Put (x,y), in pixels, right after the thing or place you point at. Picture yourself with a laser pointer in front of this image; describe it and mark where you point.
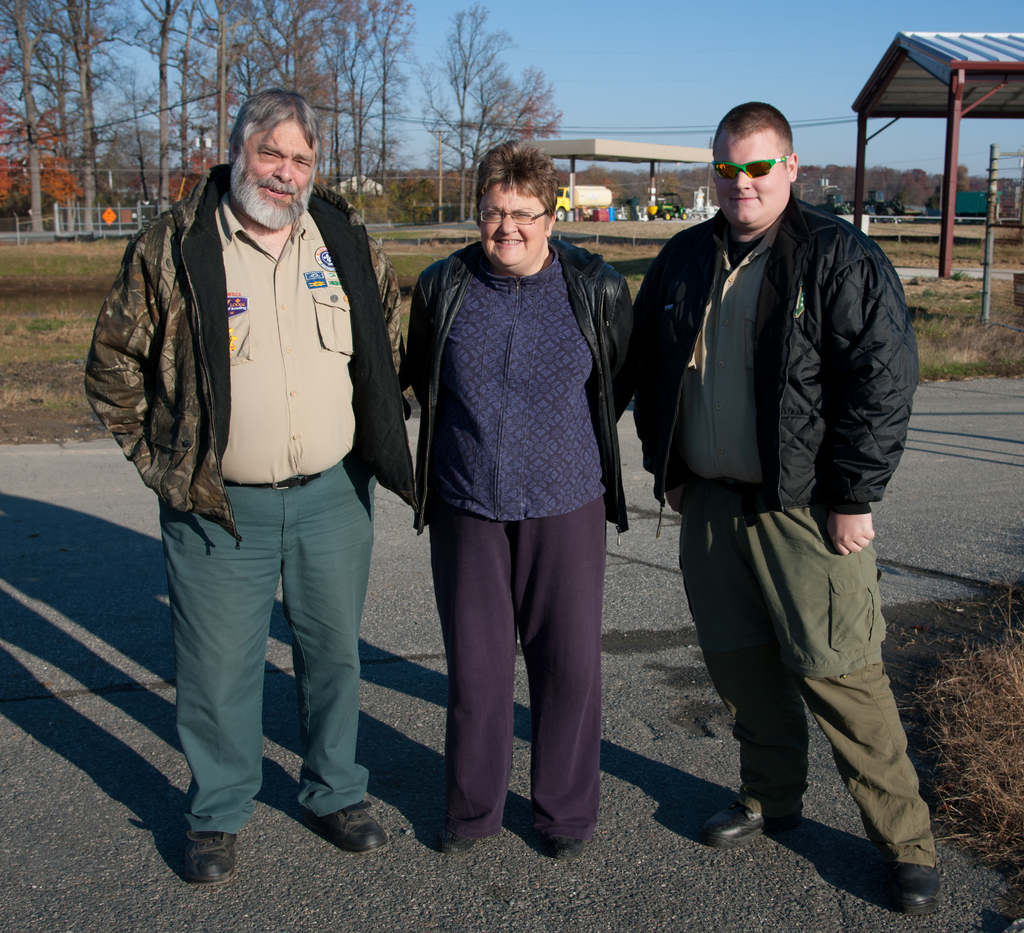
This picture might be taken from outside of the city and it is sunny. In this image, in the middle (420,394), we can see three people (724,366) standing on the road (733,793). On the right side (1020,730), we can see a grass (1003,775), hut (976,112), electric pole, electric wires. In the background (28,222), we can see some trees (27,163), plants (15,207), vehicles (843,197), net fence (159,212). At the top (779,54), we can see a sky (774,70), at the bottom (131,627), we can see a grass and a road (166,709).
